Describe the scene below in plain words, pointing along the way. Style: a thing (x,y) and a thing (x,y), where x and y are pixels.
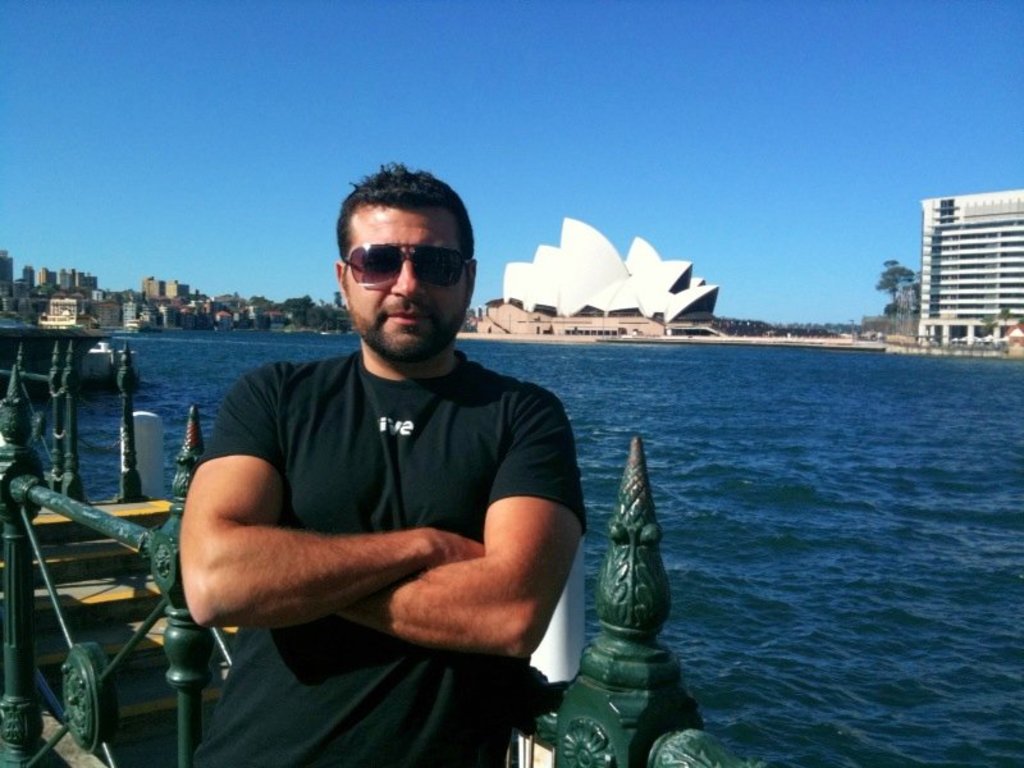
In the foreground of this image (442,523), there is a man (426,565) standing near railing (610,704). In the background (825,465), there is water (844,470), buildings (487,311), few trees (319,313) and the sky (274,114).
